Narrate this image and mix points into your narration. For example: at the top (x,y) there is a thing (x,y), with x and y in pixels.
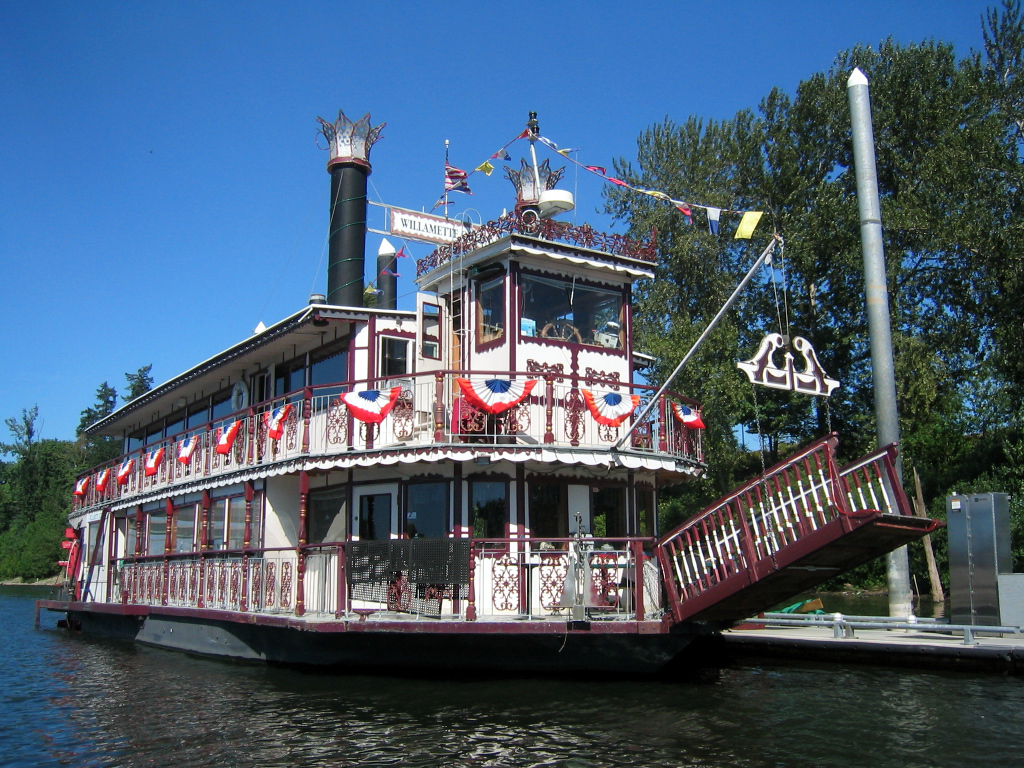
In this picture I can see a boat (522,498) on the water (243,738). I can see trees (760,271) and a blue sky (272,165).
